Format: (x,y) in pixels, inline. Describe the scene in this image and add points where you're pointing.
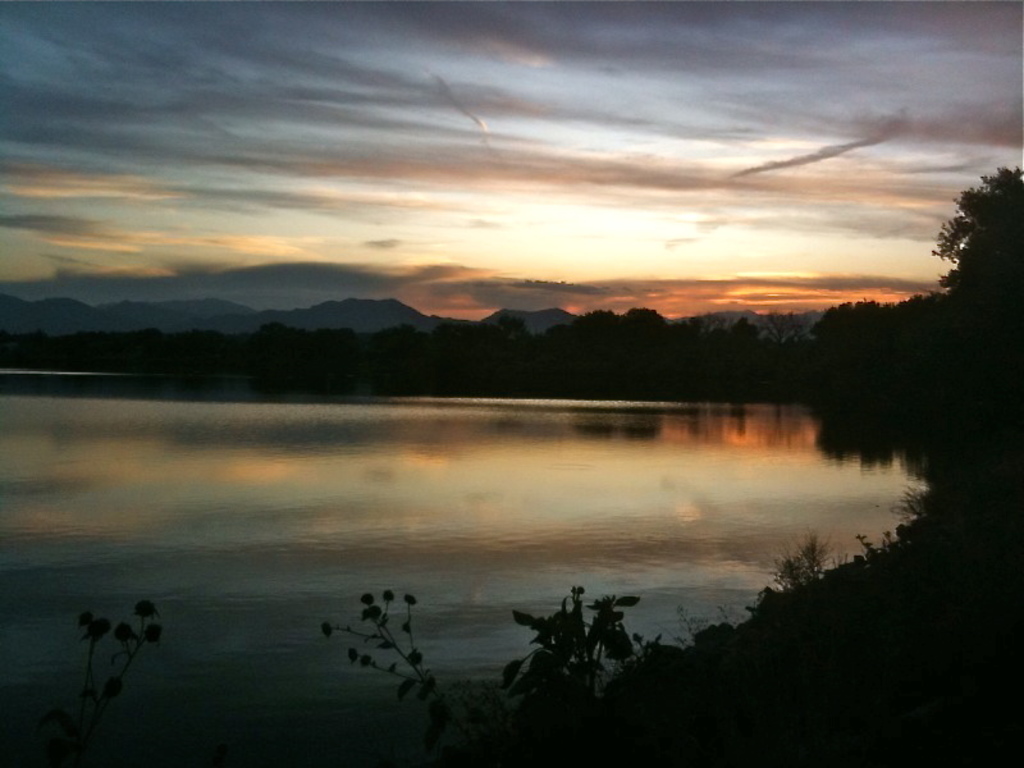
In this image we can see a large water body (542,497), a group of trees (525,382) and some plants (514,706). On the backside (573,140) we can see the hills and the sky (523,148) which looks cloudy.
